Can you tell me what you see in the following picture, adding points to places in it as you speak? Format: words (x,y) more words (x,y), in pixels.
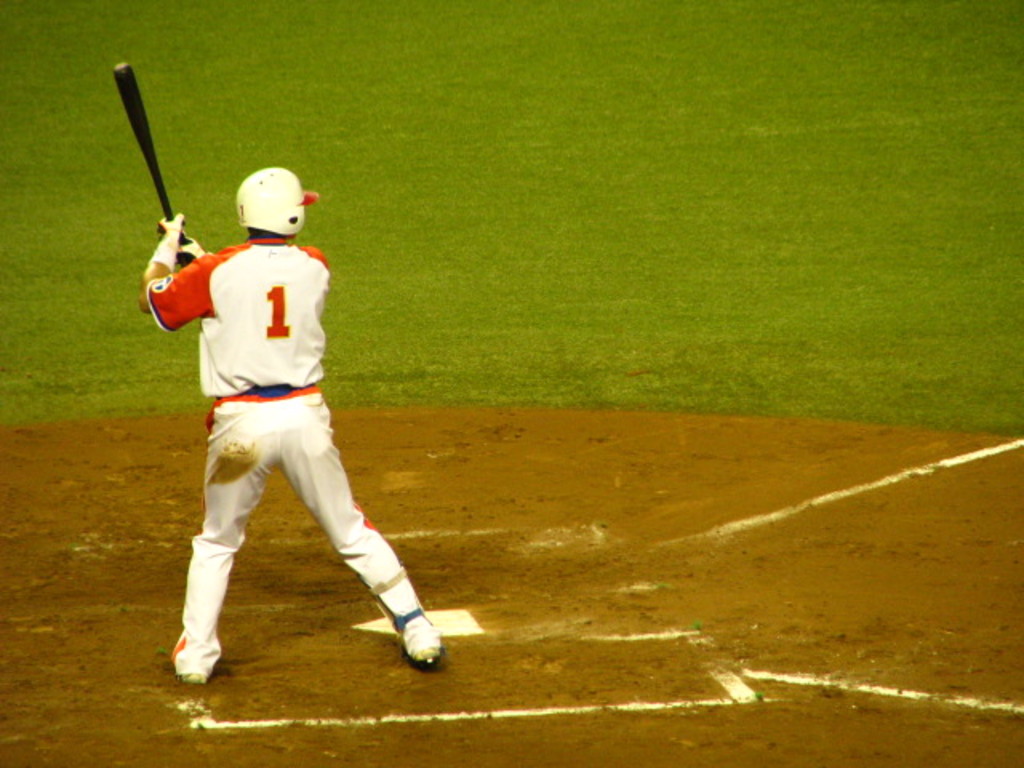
In the image there is a man (269,449) standing on the ground (493,608), he is holding a baseball bat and around the man (231,327) the land (629,274) is covered with grass (682,180).
